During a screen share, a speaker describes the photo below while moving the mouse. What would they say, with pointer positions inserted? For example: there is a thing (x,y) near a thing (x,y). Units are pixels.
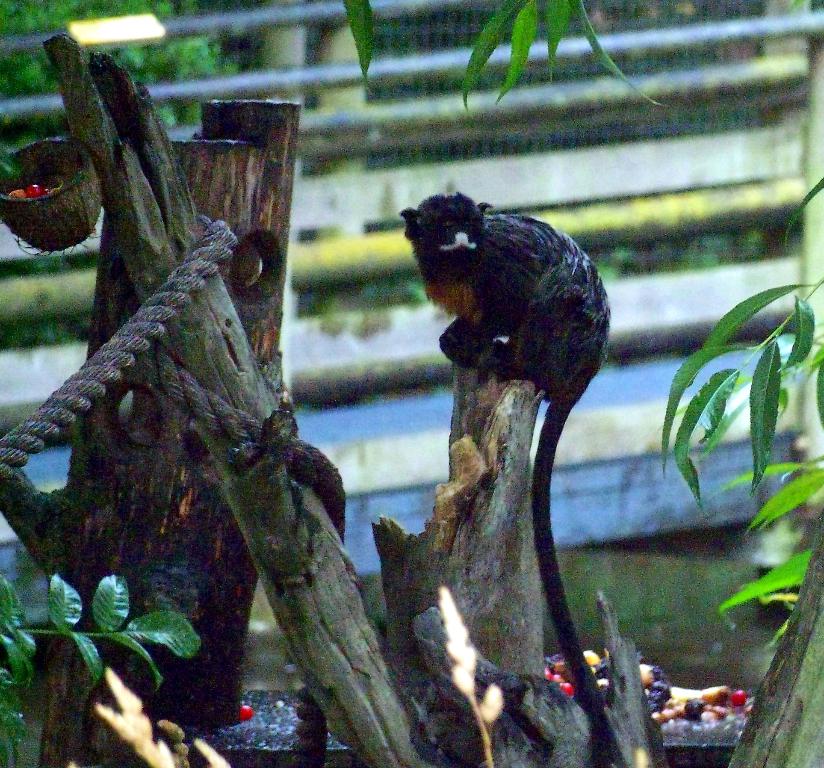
In the image there is some animal (481,339) sitting on the tree trunk (505,439), beside that animal (537,473) there are two other trunks (156,270) and the background (403,274) is blur.
